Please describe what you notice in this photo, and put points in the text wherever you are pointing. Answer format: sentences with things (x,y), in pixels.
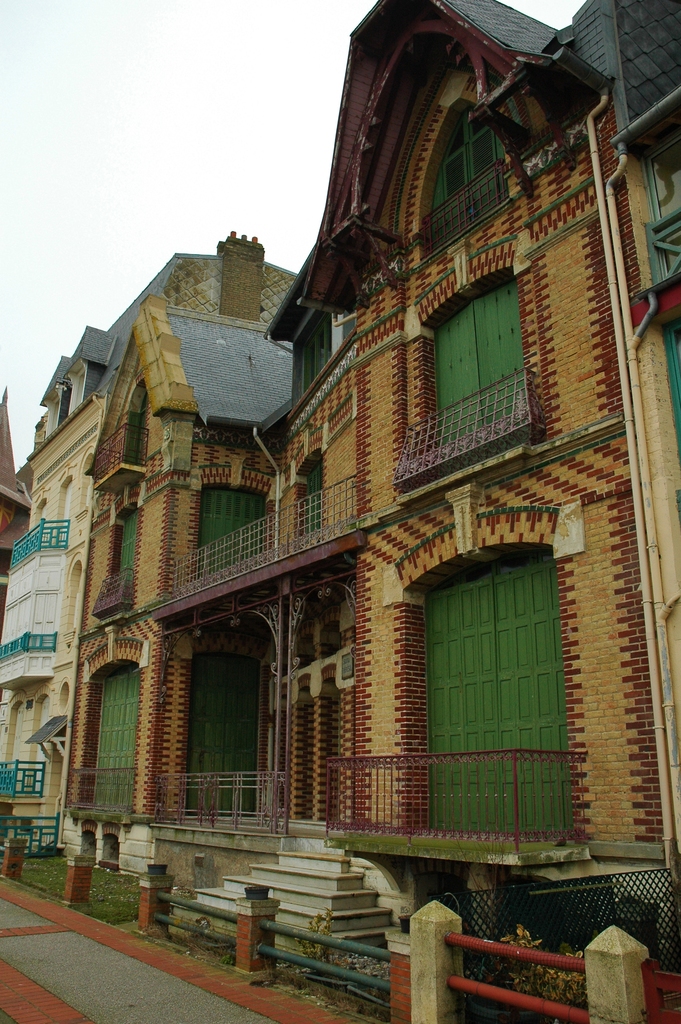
This is an outside view. Here I can see few buildings (123,621). In the bottom left (98,972) there is a road (129,990). At the top (180,137), I can see the sky (133,93).
